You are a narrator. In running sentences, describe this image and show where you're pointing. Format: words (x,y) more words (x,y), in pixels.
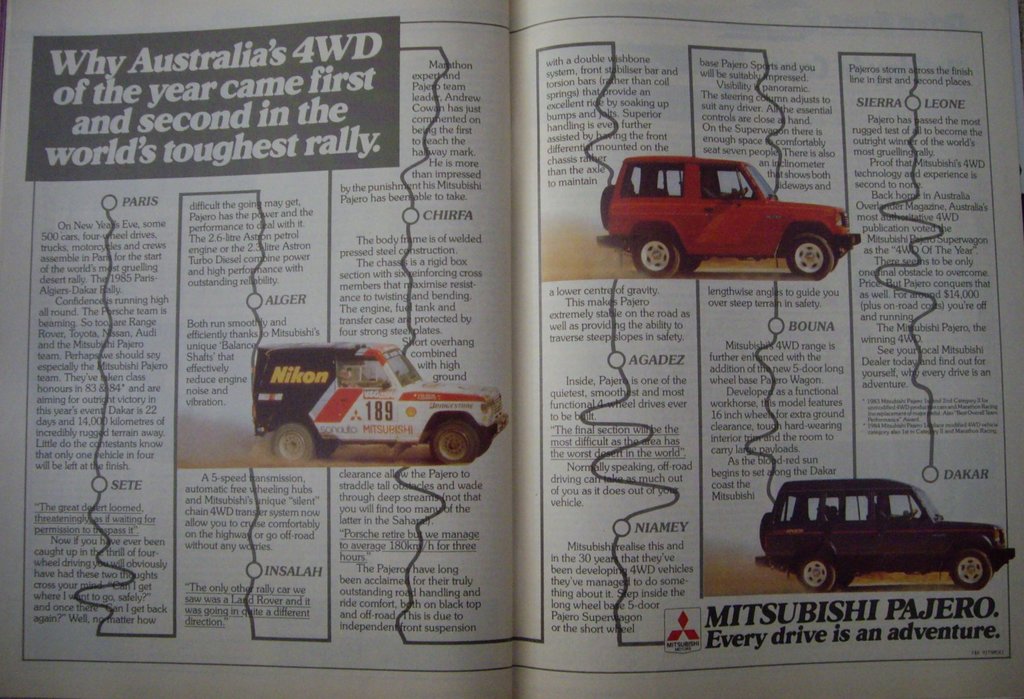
In this image we can see a book (394,286) open. On the papers (369,245) of the book (369,245) there is some text (446,185), vehicles (403,420) and a logo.
